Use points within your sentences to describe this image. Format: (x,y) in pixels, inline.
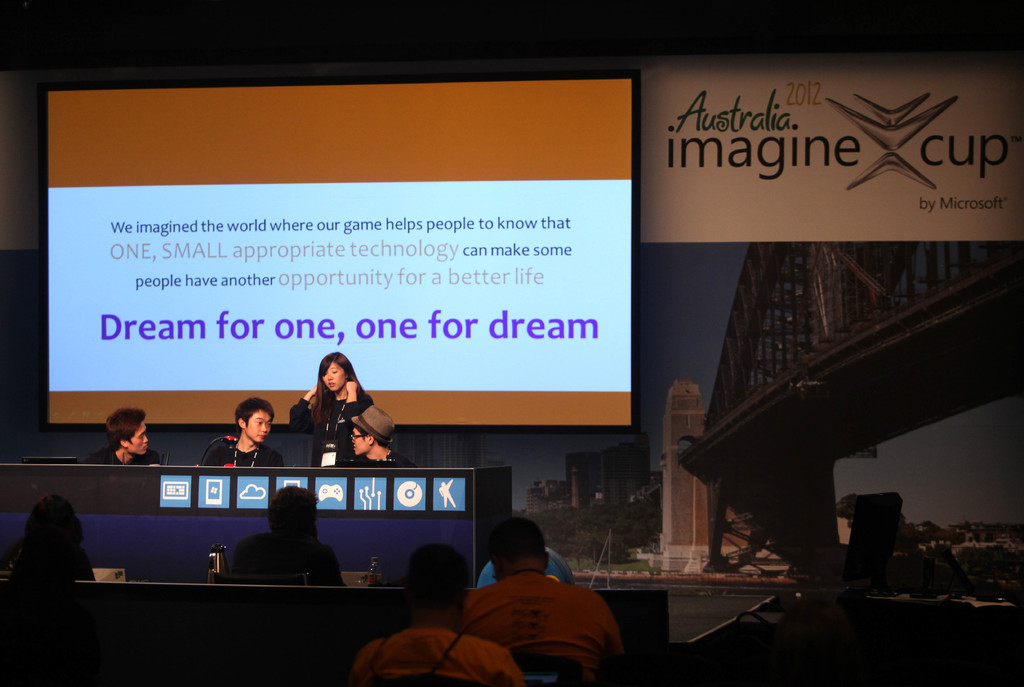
In this image I can see few persons (818,660) sitting on the chairs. I can see four persons (128,455) on the stage (181,507). In the background (233,329) I can see a projector screen (250,342). There is some text (245,326) on the screen (328,338). On the right side (908,289) it is looking like a banner (871,285). There is some text (969,142) on it.
